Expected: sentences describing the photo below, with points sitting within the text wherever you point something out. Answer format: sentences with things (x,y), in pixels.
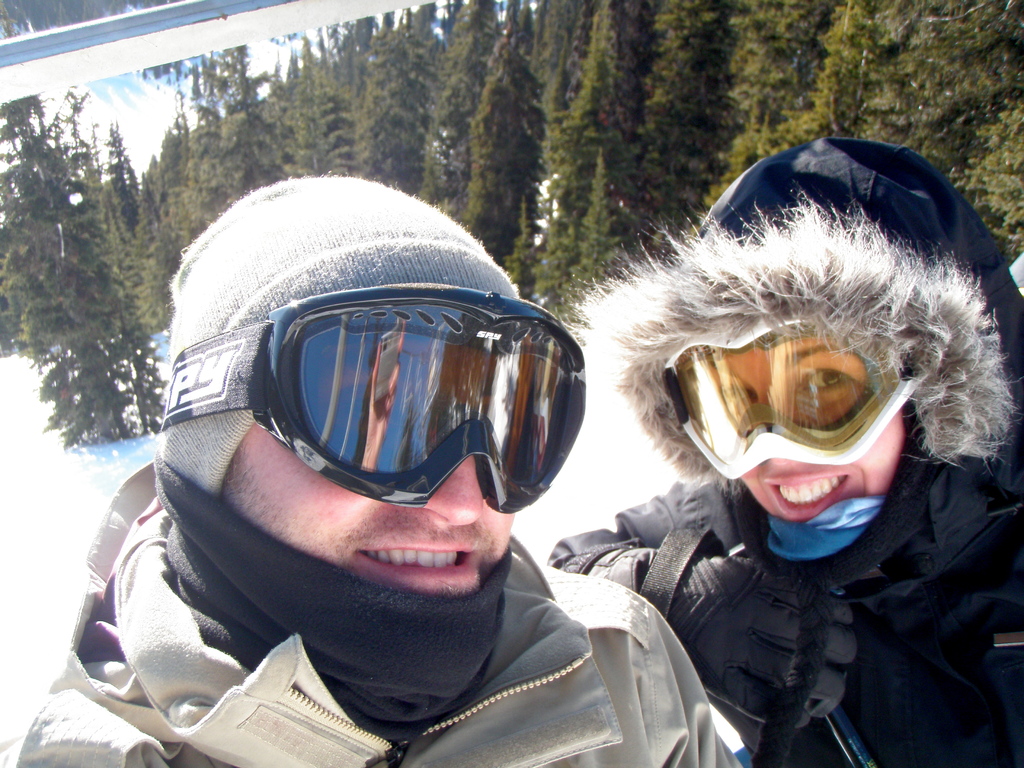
This image is taken outdoors. In the background (183,109) there are many trees (155,280) with leaves (605,140), stems (612,120) and branches (239,131) and there is a ground (85,520) covered with snow (36,587). In the middle of the image (487,479) there is a man (456,539) and a woman (811,456). They are with smiling faces (834,498). They have worn jackets (554,708) and headwear (829,323).
